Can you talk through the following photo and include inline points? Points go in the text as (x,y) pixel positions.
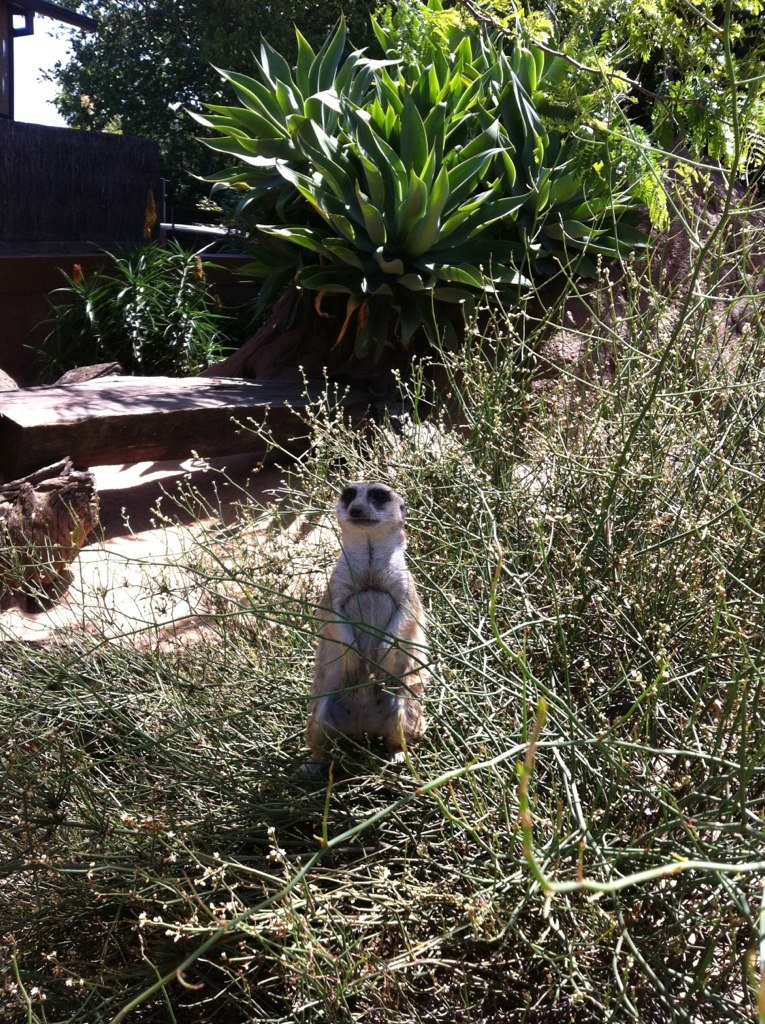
In the center of the image (322,643) an animal (363,661) is there. In the background of the image (406,485) we can see plants (424,287), wooden trunk (77,514) are there. At the top left corner (64,65) we can see a pole (10,79), sky (48,74), wall (105,226) are present.
